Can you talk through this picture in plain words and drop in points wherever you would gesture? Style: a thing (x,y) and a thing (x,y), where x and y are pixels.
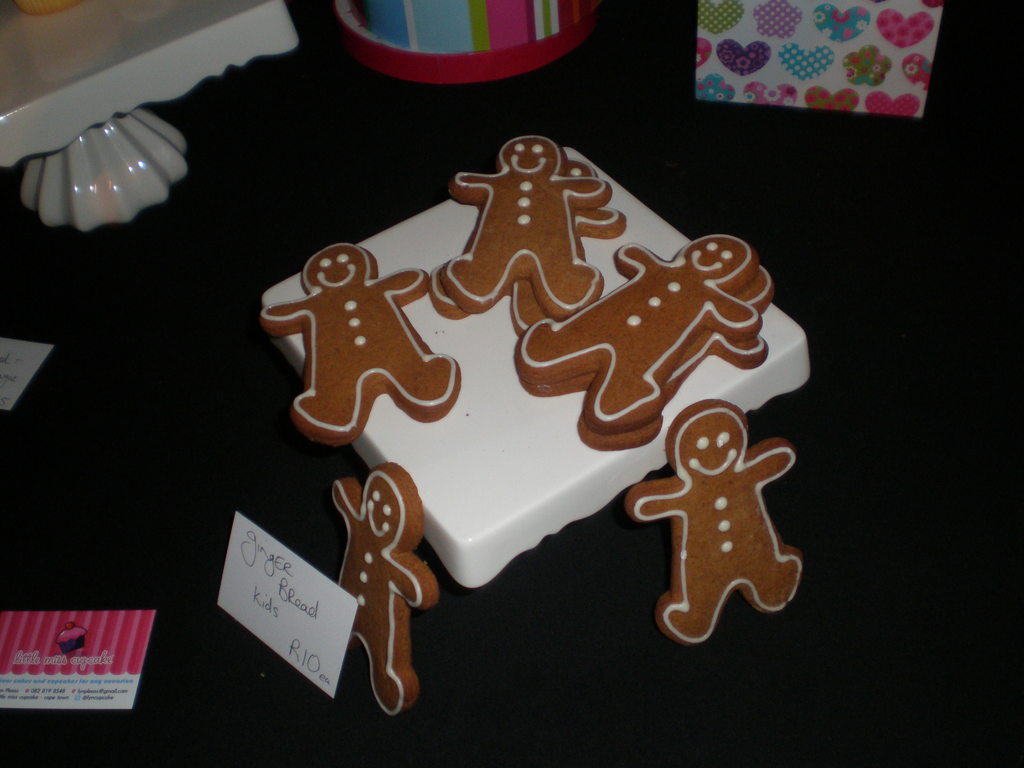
In this image, I can see a food item (689,454), cards (266,575), stand (122,140) and few other objects (875,70) on a black surface (155,290).
